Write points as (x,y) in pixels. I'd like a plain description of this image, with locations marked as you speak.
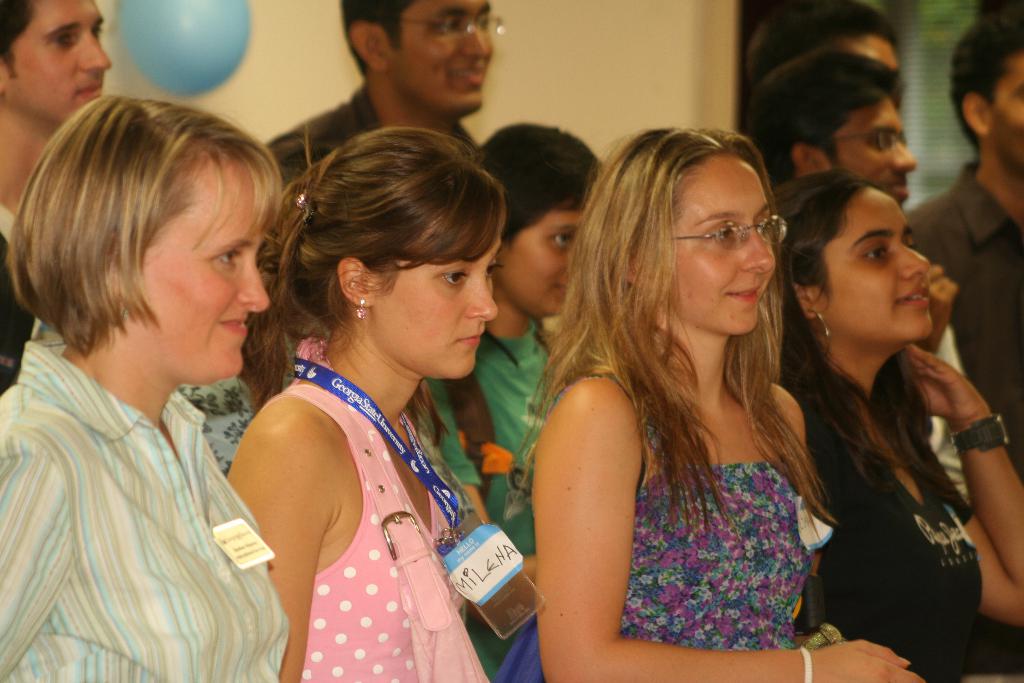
In this image, we can see a group of people (496,656) are standing. Few people (710,490) are smiling. Background we can see wall (621,135), glass object (947,137) and balloon (167,55). Here we can see stickers (230,542) and tag (409,425).
